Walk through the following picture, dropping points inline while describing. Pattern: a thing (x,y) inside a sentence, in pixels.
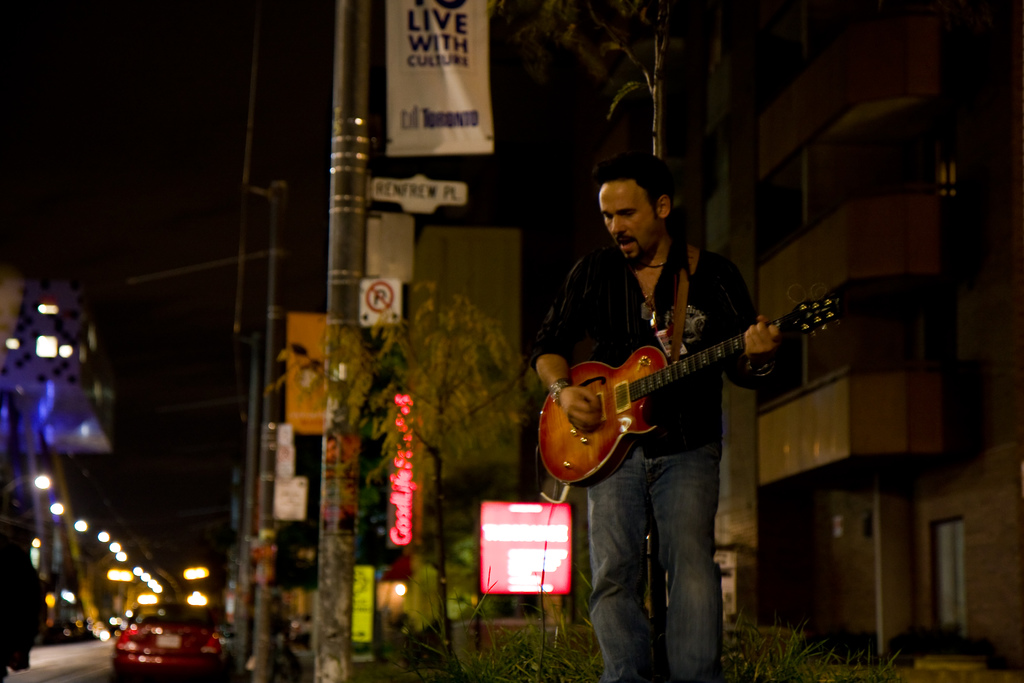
There is a man (644,467) in black color shirt (630,273) standing, singing, holding and playing guitar (567,433). In the background (447,88), there is a banner (427,43), sign (380,284), hoardings (408,411), road (83,653), car (171,645), lights (118,561), buildings (71,425), tree (408,350), plant (553,648) and buildings (865,232).
